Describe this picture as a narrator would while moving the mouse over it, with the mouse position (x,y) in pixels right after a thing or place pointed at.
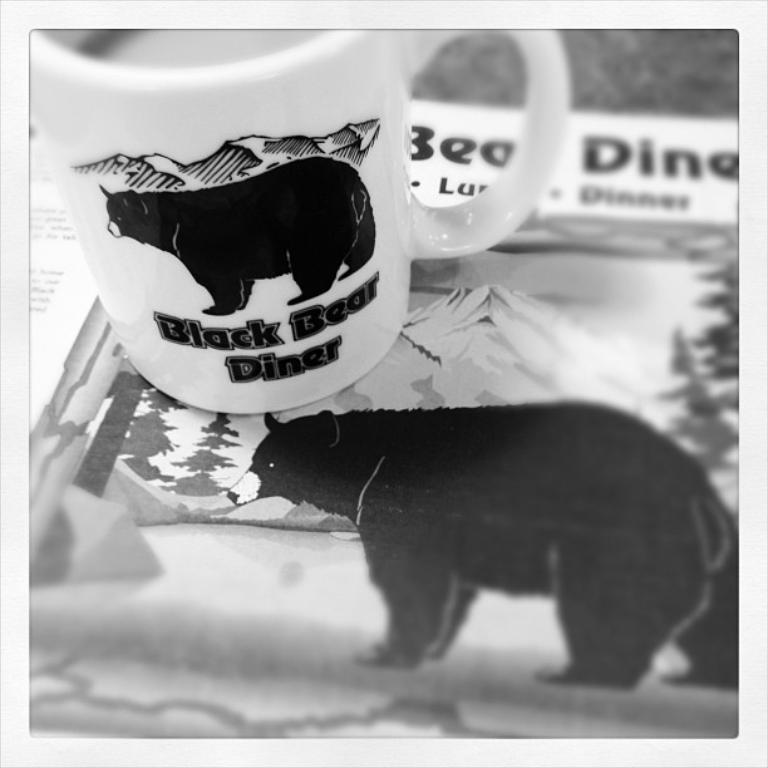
In the picture we can see a table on it, we can see a paper (416,485) with a painting (488,479) of a bear (454,497), trees (716,281) and mountains (597,347) and on the paper (465,479) we can see a cup (225,402) which is white in color and a painting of a bear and written under it as black bear diner.
